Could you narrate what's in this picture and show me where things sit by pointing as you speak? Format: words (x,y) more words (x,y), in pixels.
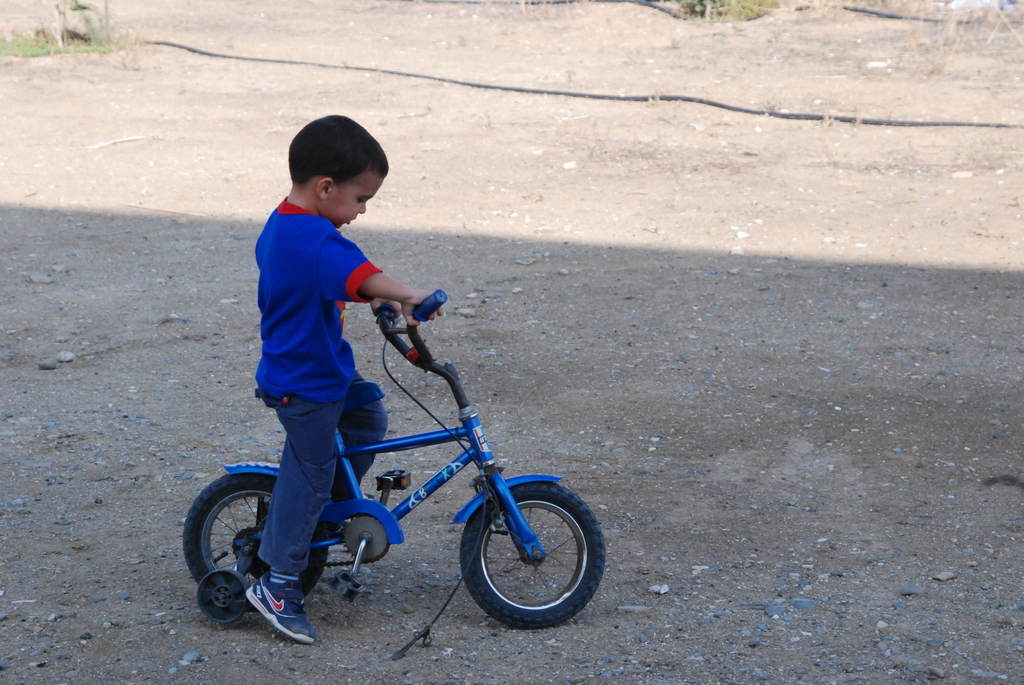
This picture is clicked outside the room. Here, the boy (271,297) in blue t-shirt (295,297) and blue jeans (288,482) is riding bicycle (265,498). On the top of the picture (896,123), we see pipe (603,96) and beside that, we see grass (715,6).
